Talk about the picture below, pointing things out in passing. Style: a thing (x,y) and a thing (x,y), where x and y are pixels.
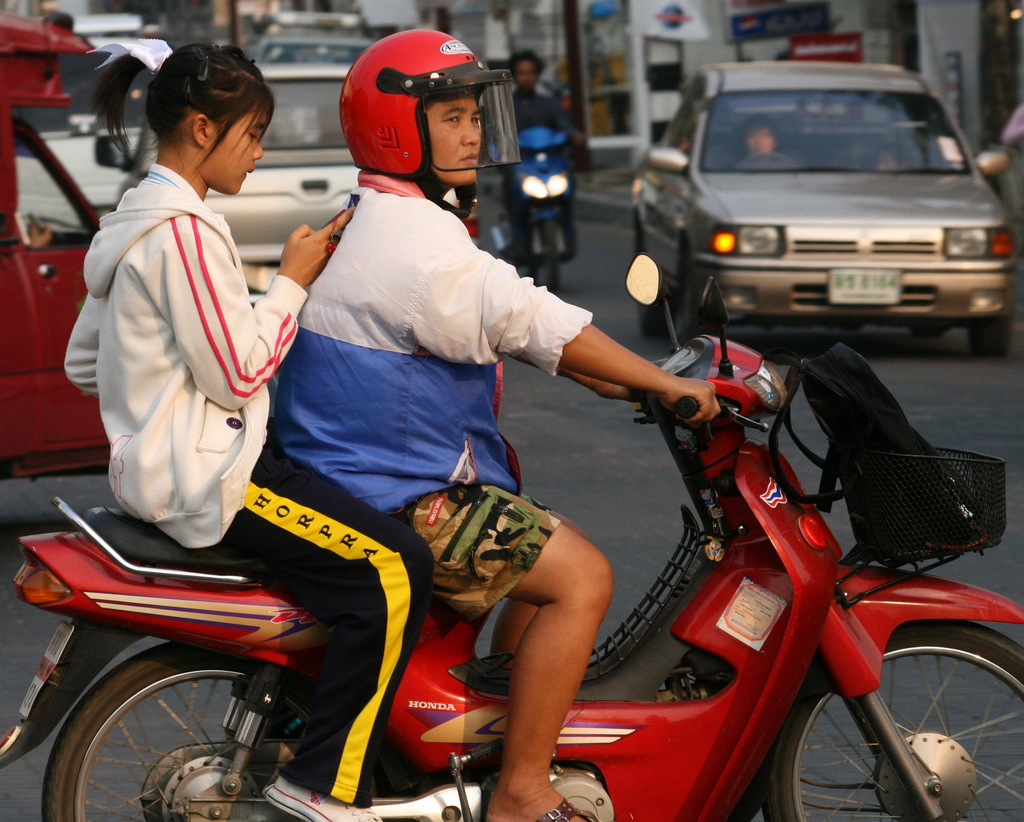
In the image we can see there are people (385,434) who are sitting on bike (456,780) which is in red colour and in the basket (867,458) there is bag (843,407). The cars (818,212) and bikes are moving on the road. The man (389,150) is wearing helmet (404,117) and jacket (421,338).
